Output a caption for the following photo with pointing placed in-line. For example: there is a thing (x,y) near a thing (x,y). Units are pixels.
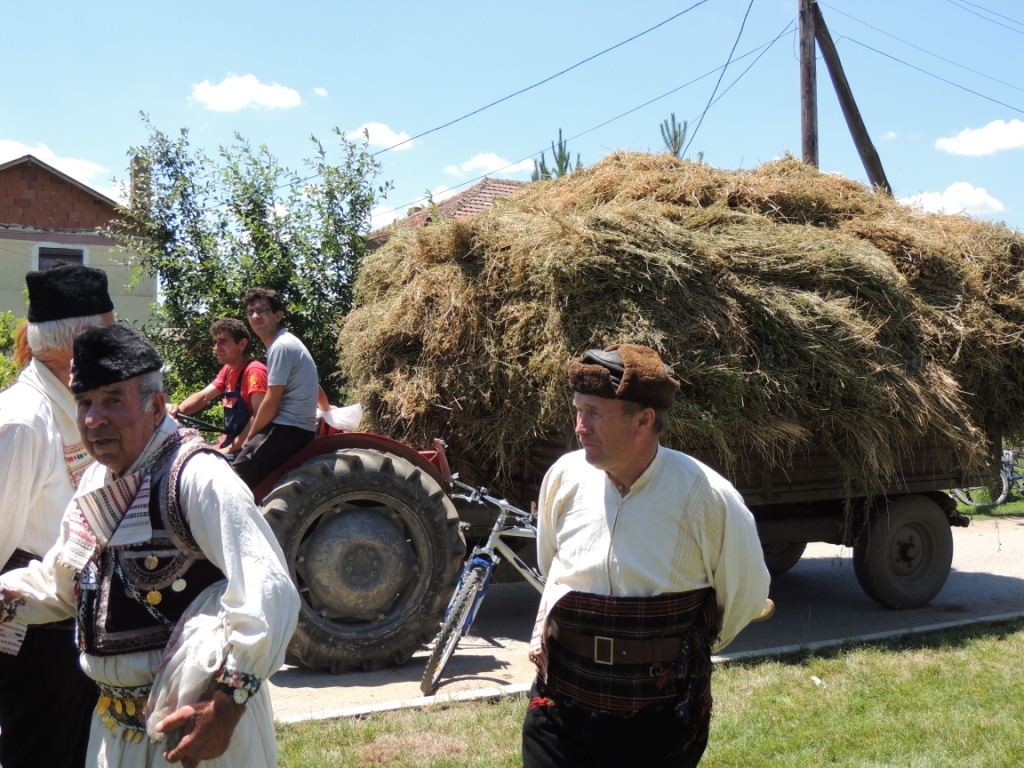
In this image we can see few people (262,399) some of them are standing on the ground (424,717), there is a truck (880,514) with grass (469,371) on the road (840,590) and a person (262,380) is driving and a person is sitting on the truck (934,578), there is a bicycle (482,566) beside the truck (413,465) and there are few trees (325,223), buildings (67,209), poles (827,57), wires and the sky (682,73) with clouds (236,88).
